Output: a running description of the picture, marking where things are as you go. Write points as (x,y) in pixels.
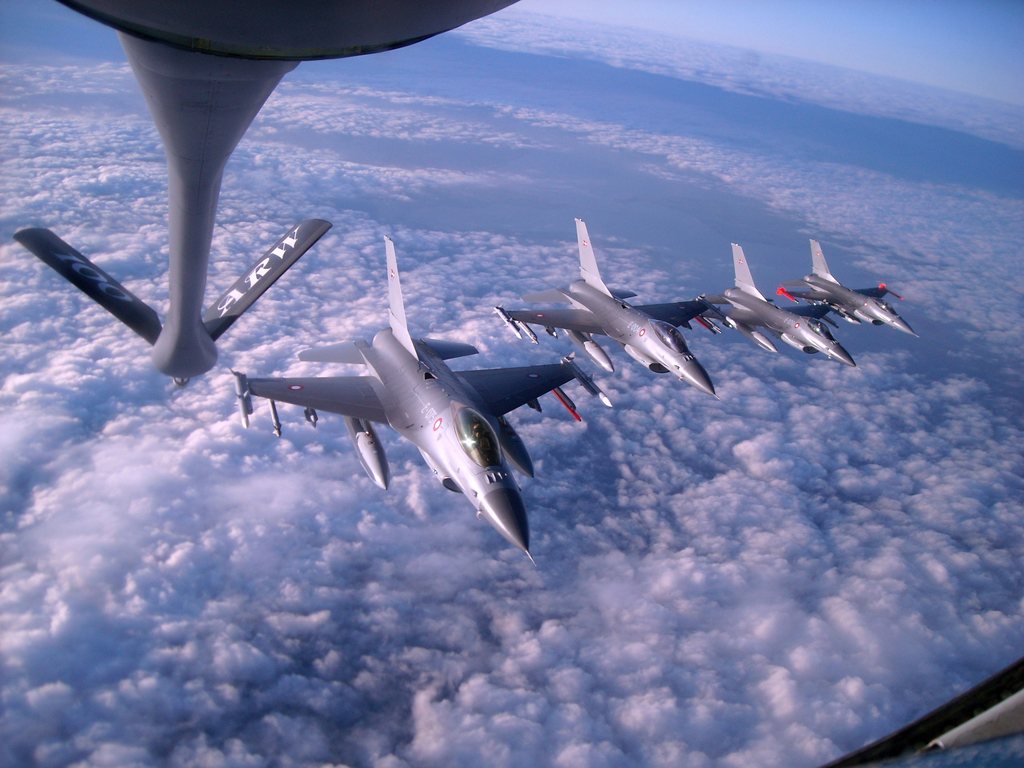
There are aircraft (516,531) in the sky (406,307) in the foreground area of the image (497,426).
